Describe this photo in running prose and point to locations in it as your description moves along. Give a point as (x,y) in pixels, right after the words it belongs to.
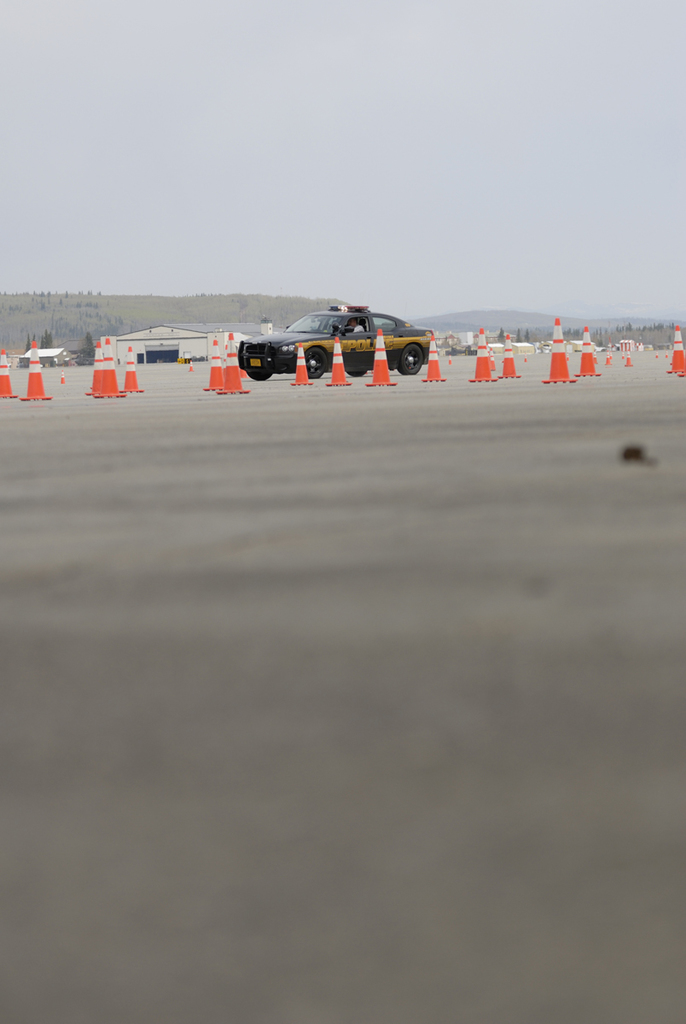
We can see many traffic cones (482,374). Also there is a black car (319,334). In the back (149,298) there are hills (249,302) and sky (387,250).
